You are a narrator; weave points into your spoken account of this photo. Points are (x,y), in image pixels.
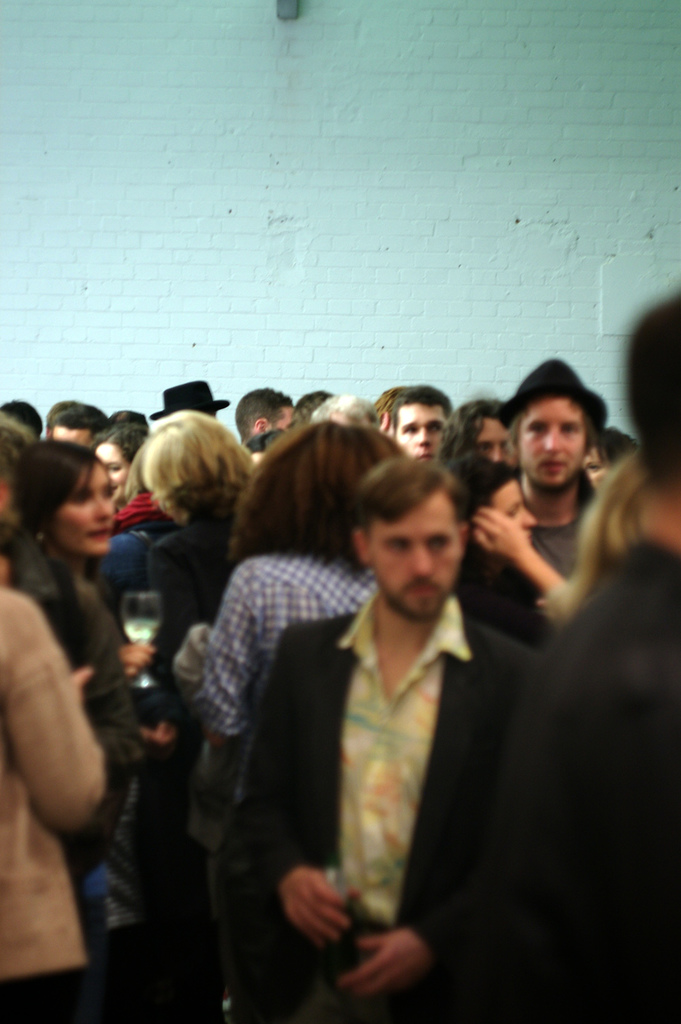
This picture describes about group of people (313,661), in the background (183,247) we can see a wall (349,266).
